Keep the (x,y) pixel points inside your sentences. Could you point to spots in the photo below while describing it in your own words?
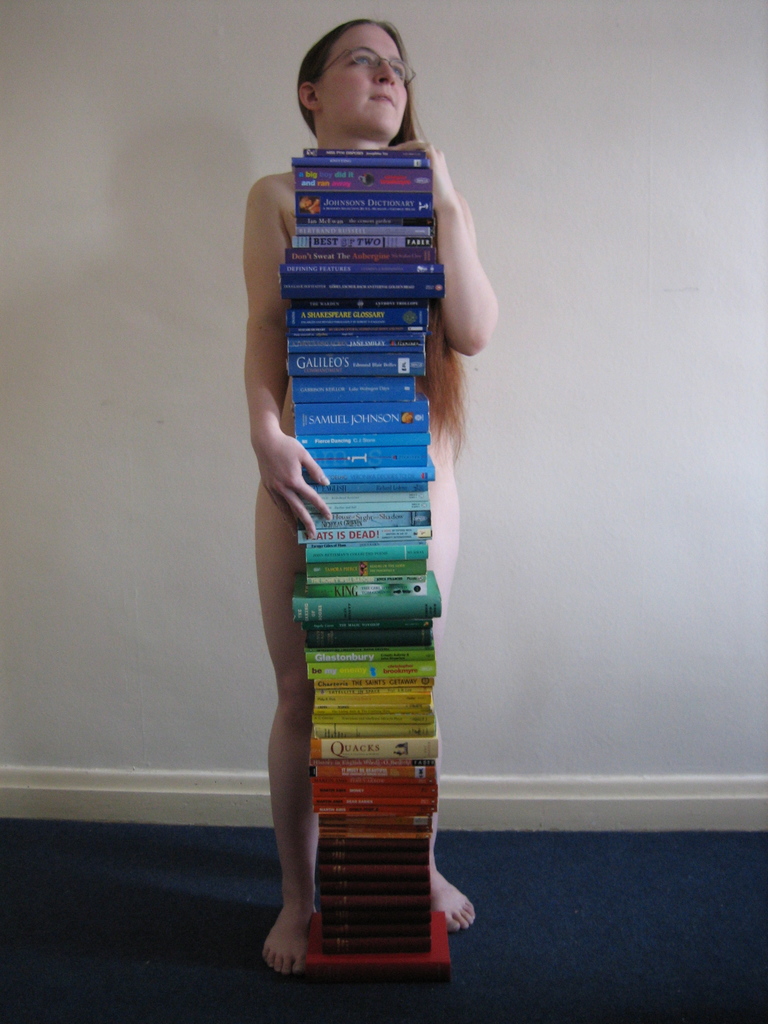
In this image there is a woman (343,134) standing with a pile of books (388,469) in front of her.
